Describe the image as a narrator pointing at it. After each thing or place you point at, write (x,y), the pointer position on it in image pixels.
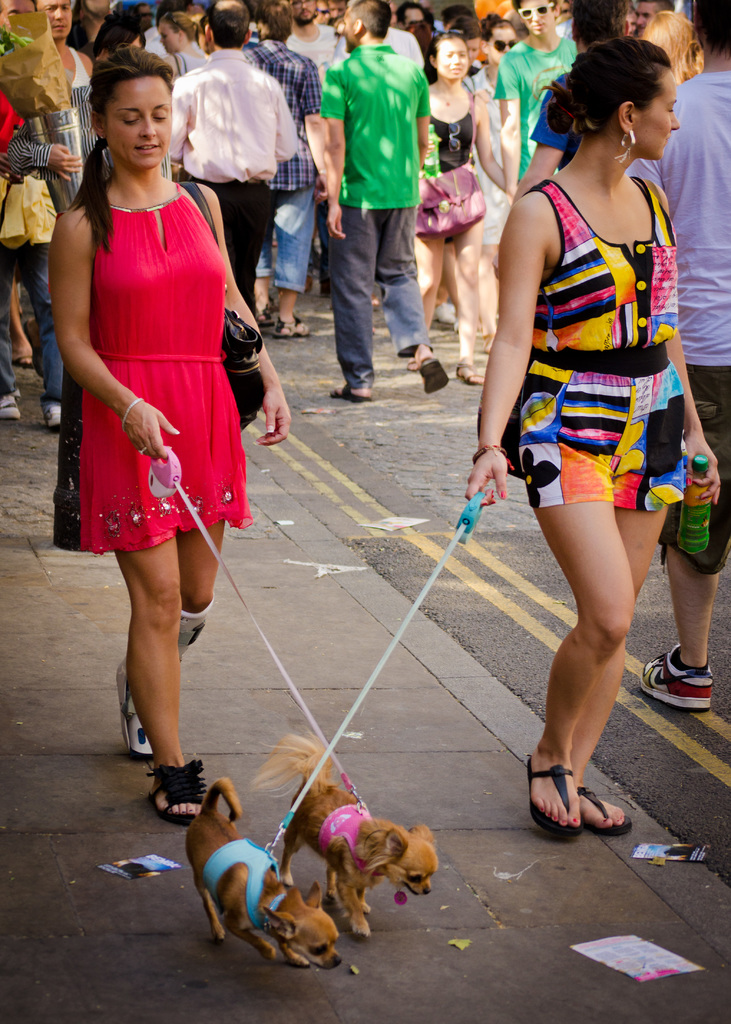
This image is clicked outside. There are so many people (358,235) on the top (356,177) who are walking. In the middle (270,386) there are two people (605,440) who are holding dogs (315,746). Both of them women (149,501). The one who is on the right side (704,513) is holding a bottle (687,517), the one who is on the left side (194,396) is hanging bag (248,381) to her shoulder (218,229).
